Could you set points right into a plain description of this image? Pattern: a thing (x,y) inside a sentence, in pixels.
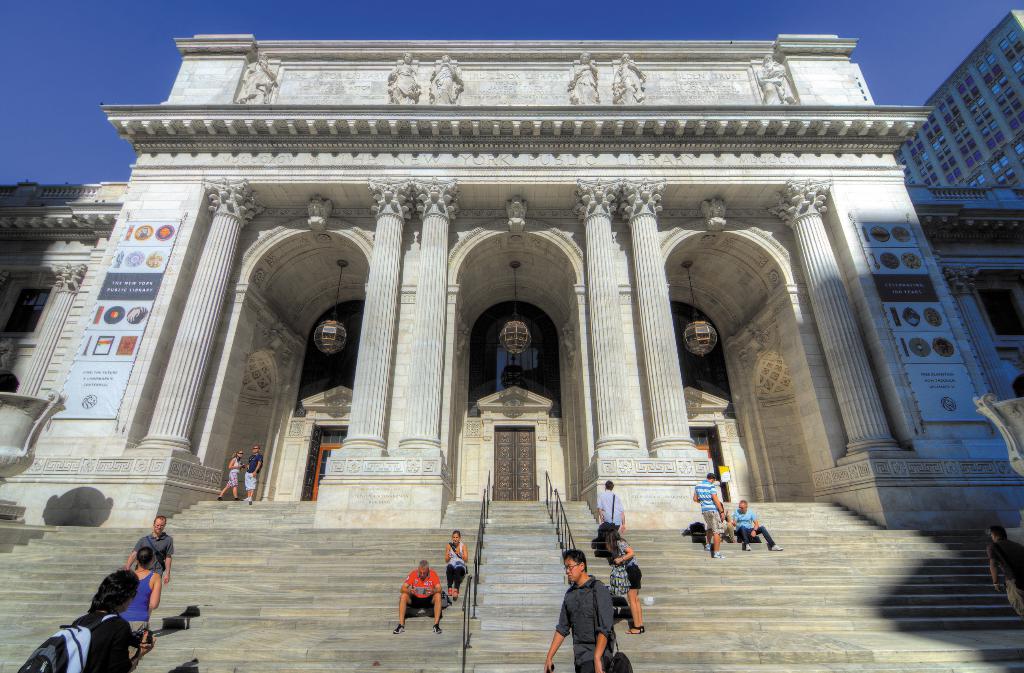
In this image we can see two buildings (580,312) and on one of the building (620,148) we can see two posts (161,234) attached with pictures (148,240) and there are few people (577,599) and at the top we can see the sky (294,31).
